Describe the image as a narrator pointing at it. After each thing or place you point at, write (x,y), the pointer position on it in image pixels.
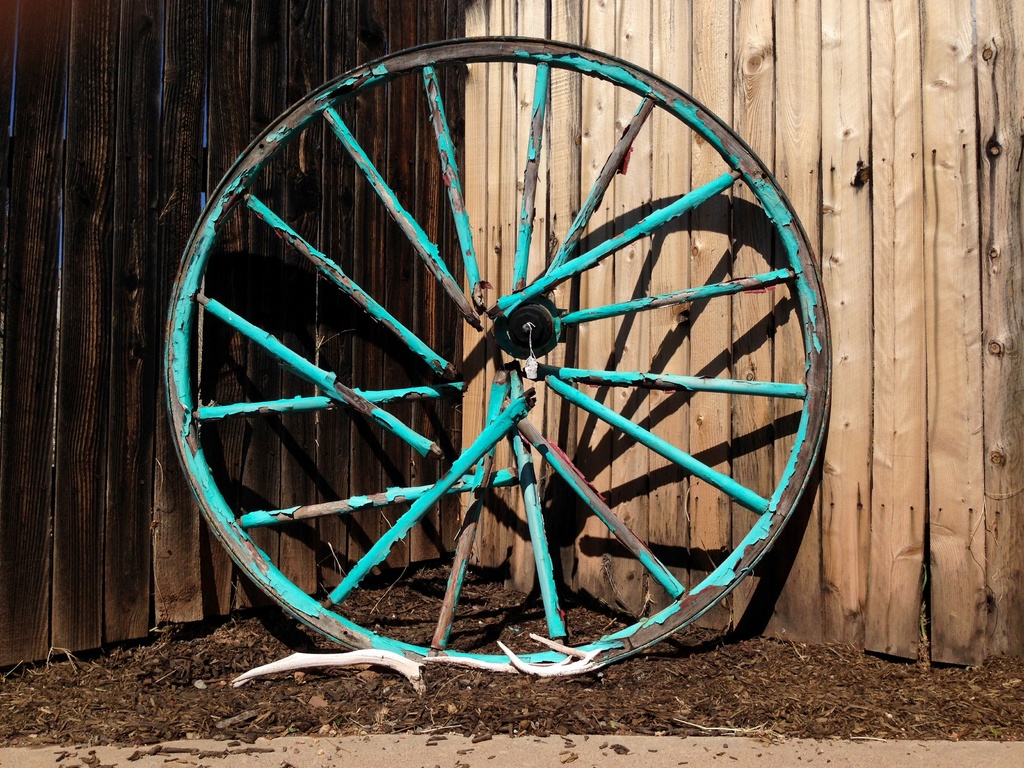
In this image we can see a wheel (509,372). Behind the wheel (346,96), wooden walls (999,200) are there. At the bottom of the image (296,705), we can see wooden pieces (646,690) on the floor (774,693).
